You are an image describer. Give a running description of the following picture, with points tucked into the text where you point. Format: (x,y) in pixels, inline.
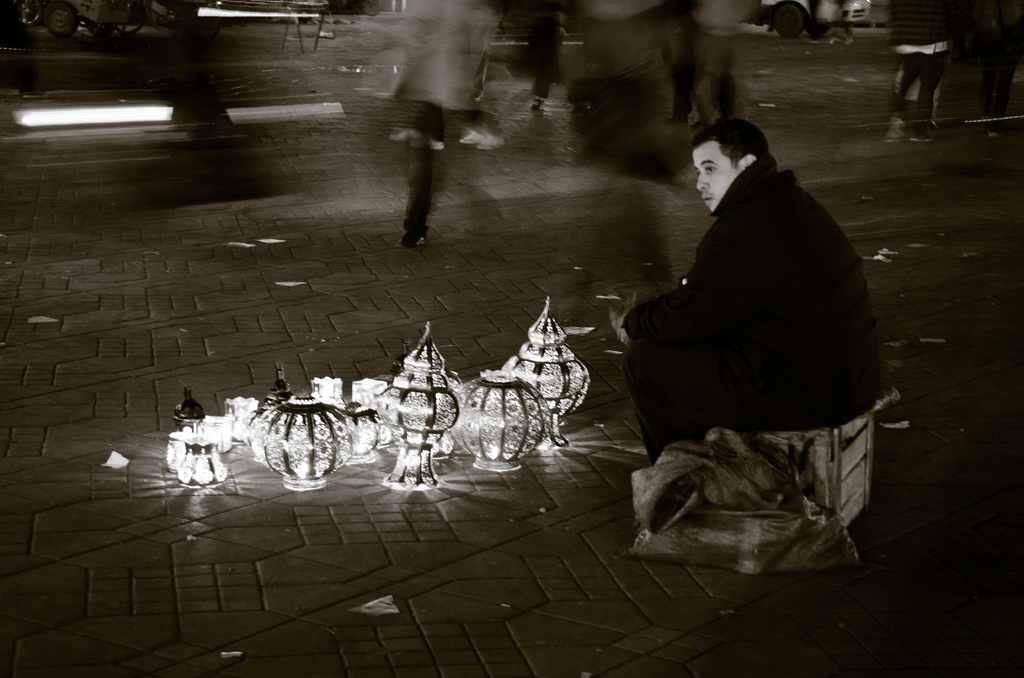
In the image there is a man (690,407) sitting on a wooden box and in front of him there are some objects (357,401) kept on the ground (336,322) and the background of the picture (61,166) is blur.
